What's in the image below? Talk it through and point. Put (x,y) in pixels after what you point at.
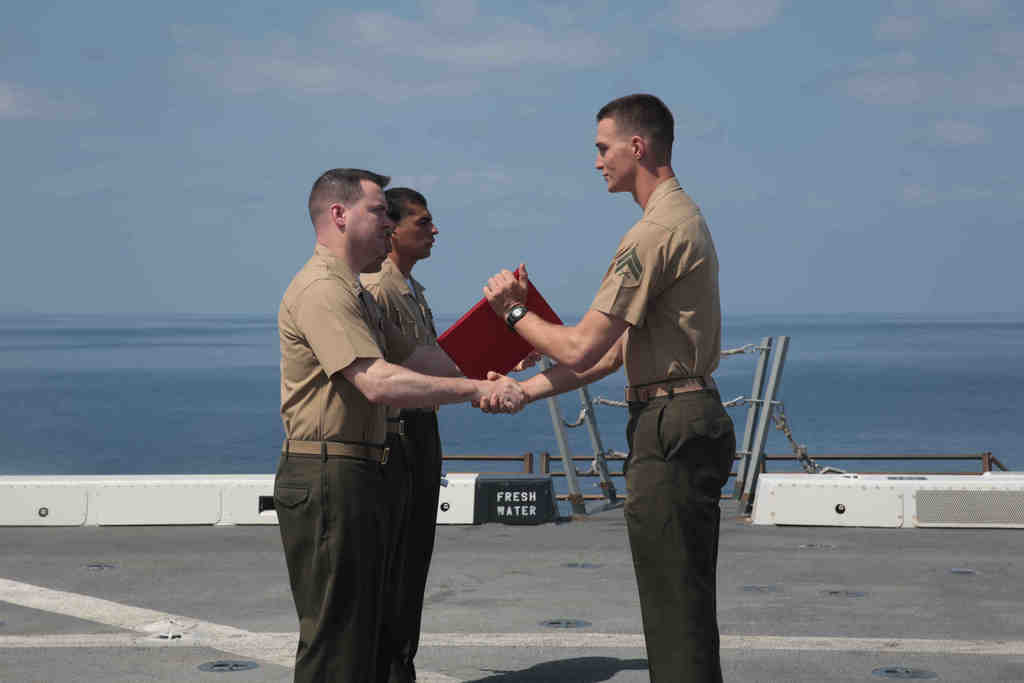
In this image I can see a three persons (652,358) and holding a red color object (503,345). Back I can see water (127,366) and white and black board (498,483). I can see poles (760,442) and chains (733,349). The sky (208,136) is blue and white color.
